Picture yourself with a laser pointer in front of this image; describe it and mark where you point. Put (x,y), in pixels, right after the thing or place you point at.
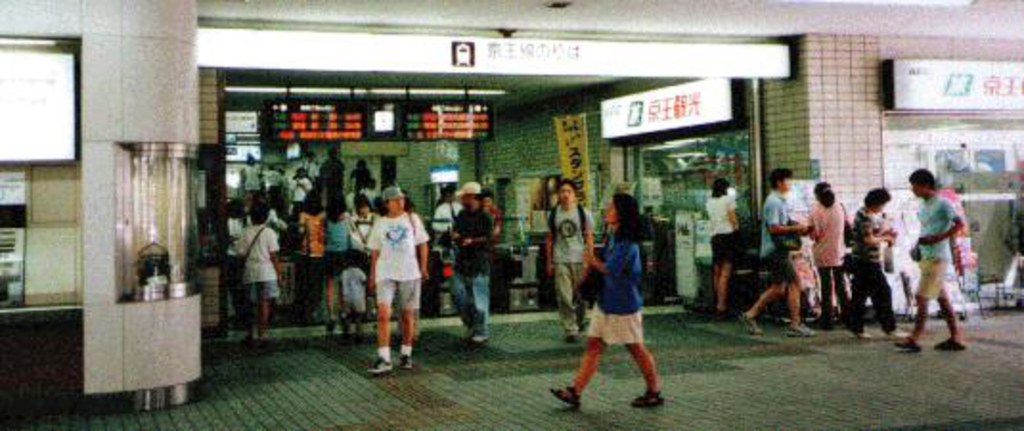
There are persons (780,225) in different color dresses (267,272) on the footpath (280,364). In the background (1005,88), there are hoardings (949,87) and screens (354,119), there are persons (253,270) and there is a building (155,3).
